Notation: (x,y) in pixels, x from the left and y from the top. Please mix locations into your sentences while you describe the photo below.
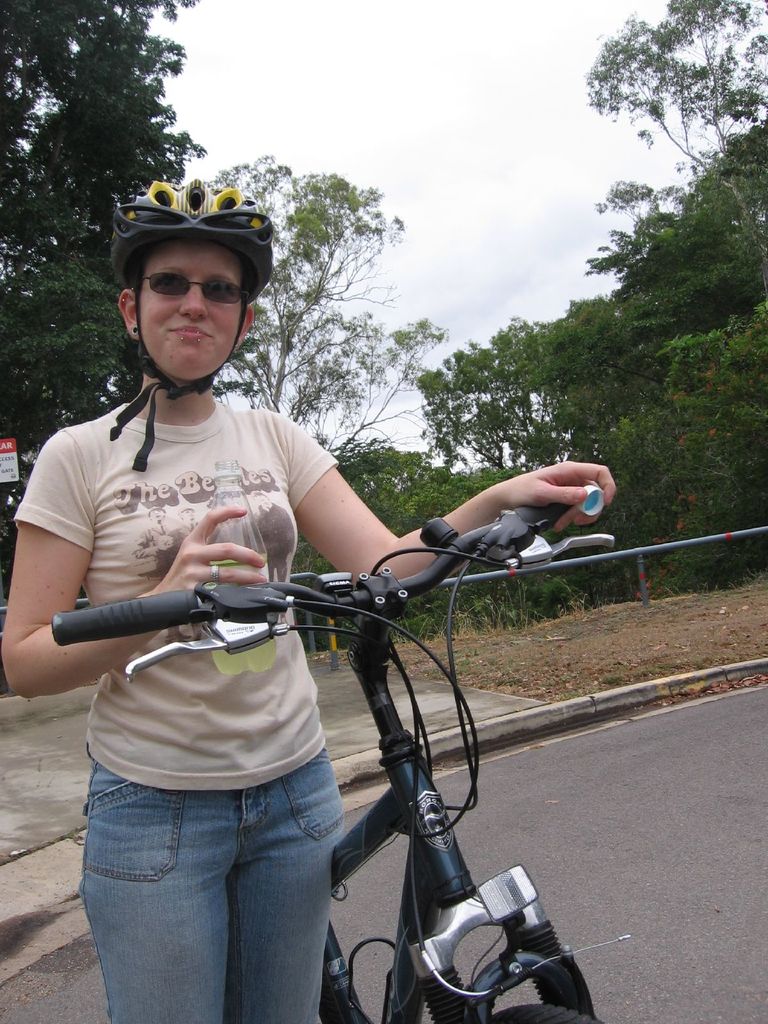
In this image we can see a lady (165,836) is standing on the road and holding a bicycle (440,1006) and a bottle (243,665) in her hand (225,577). In the background of the image (420,247) we can see trees (691,305) and the sky (474,273).
